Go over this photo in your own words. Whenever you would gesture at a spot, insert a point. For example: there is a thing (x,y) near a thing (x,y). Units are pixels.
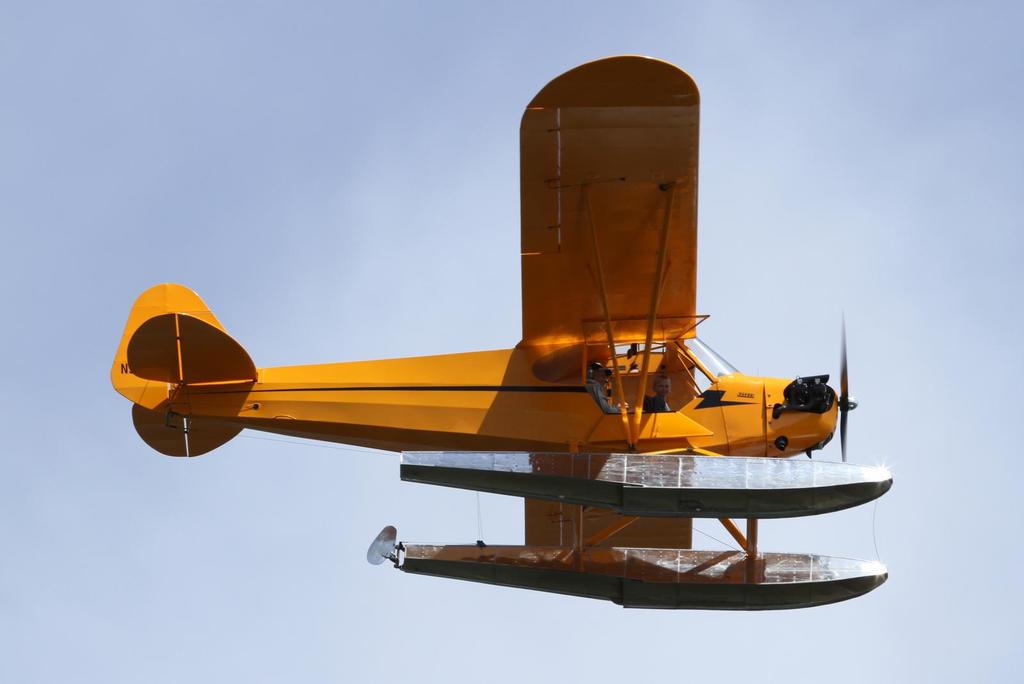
Here we can see an airplane (495,381). In the background (454,282) there is sky (739,614).
